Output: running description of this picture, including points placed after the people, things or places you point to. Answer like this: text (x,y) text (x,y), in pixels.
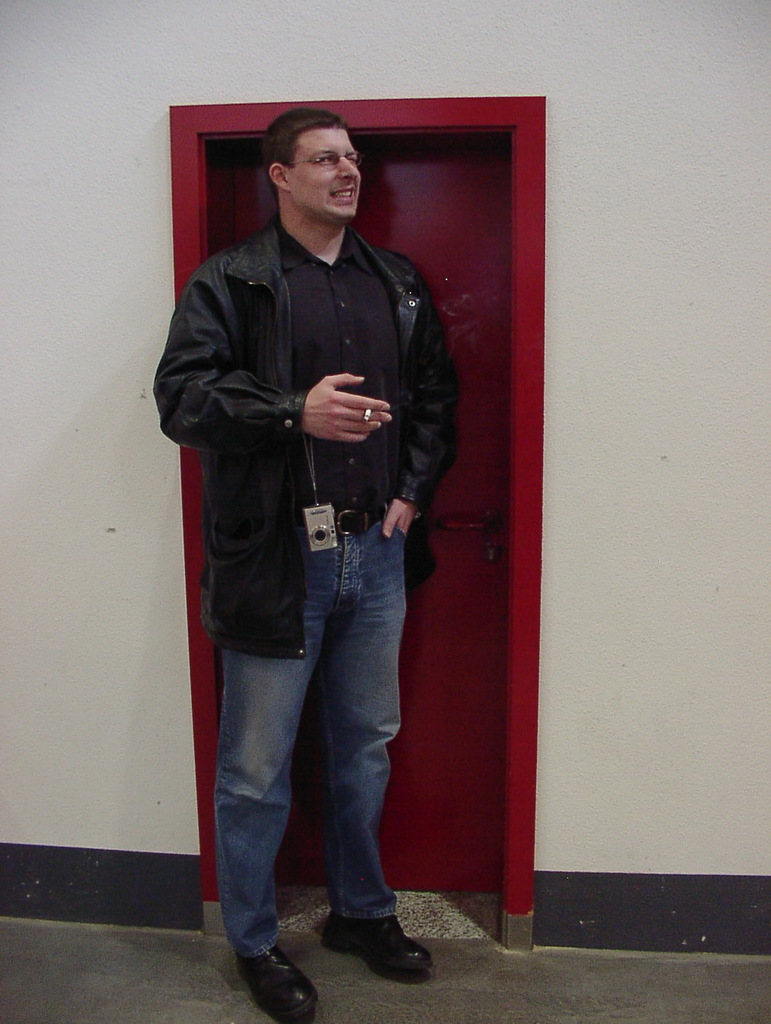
In this image I can see a man (395,437) who is standing in front (306,996) and I see that he is wearing a jacket (268,276), a shirt (371,454) and jeans (362,581) and I can see a camera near to his waist (400,458). In the background (667,370) I can see the wall (667,370) and a red color door (347,100).
